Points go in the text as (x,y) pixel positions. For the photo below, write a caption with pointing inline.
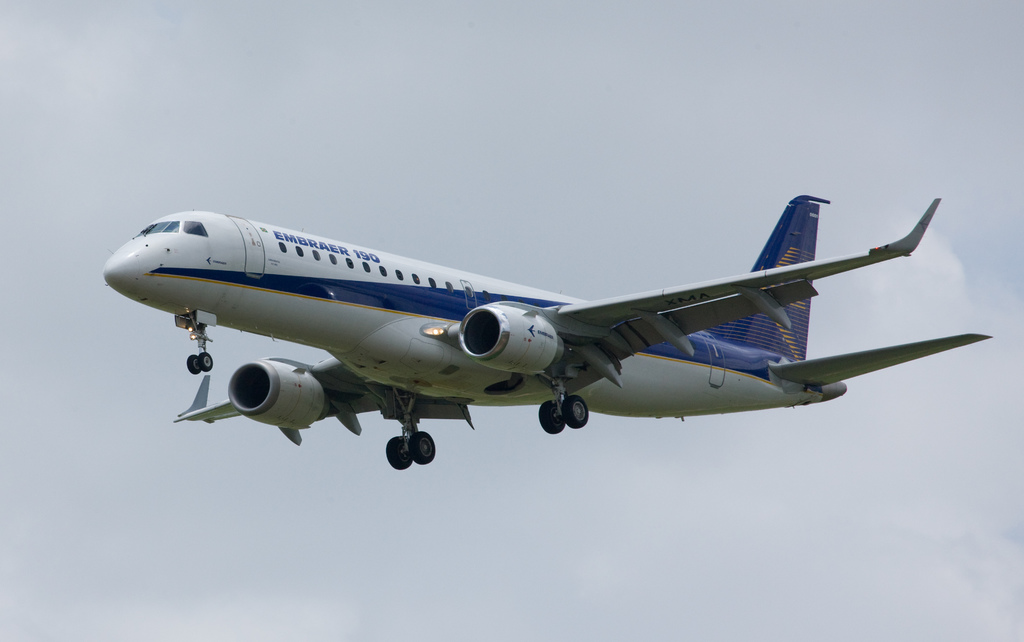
In this picture we can observe an airplane (333,278) flying in the air (121,411) which is in white and blue color. In the background (738,442) there is a sky (235,481).
